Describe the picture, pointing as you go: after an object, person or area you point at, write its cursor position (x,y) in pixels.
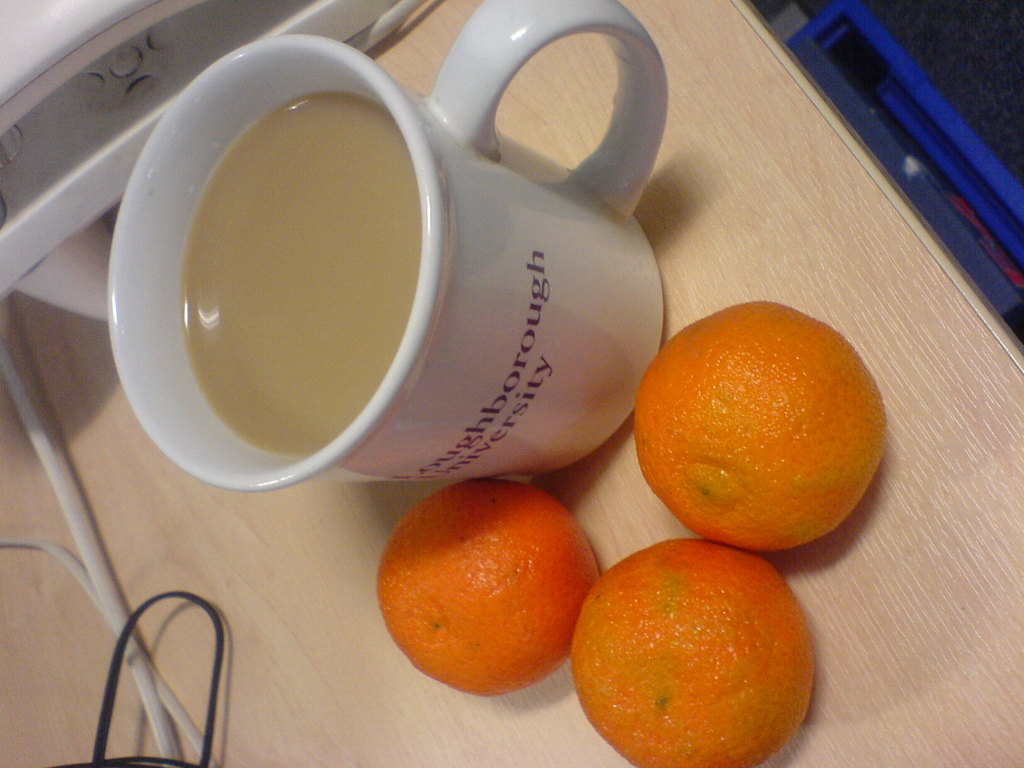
In this picture I can see there is a cup (446,274), there is something written on it. There are few oranges (532,552) placed on the wooden table (25,488). There is a white object (71,146) on the left side (123,72) top corner, there are few cables (126,632).
